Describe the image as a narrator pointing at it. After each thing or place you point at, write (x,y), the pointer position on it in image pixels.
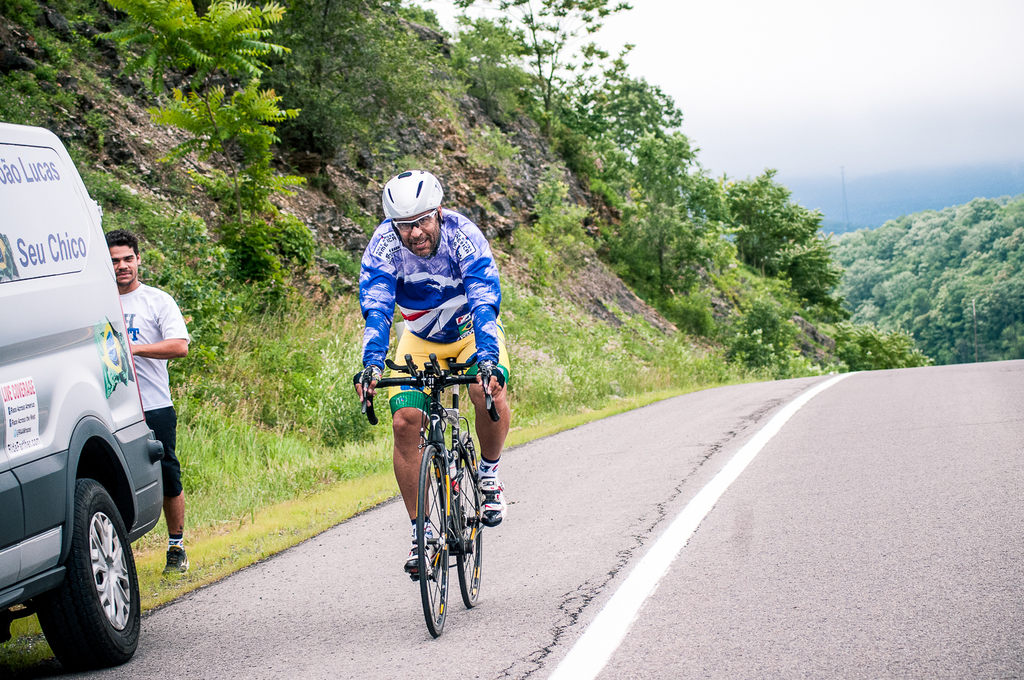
In this I can see a person (406,285) riding on bi-cycle (469,427) and wearing a blue color t-shirt (364,276) and helmet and on the left side (56,315) I can see a vehicle (44,290), back side of it I can see a person (174,329) and the hill (150,104) and trees (204,86) and grass (232,416), in the top right (870,70) I can see the sky (859,135) and trees (936,286).
